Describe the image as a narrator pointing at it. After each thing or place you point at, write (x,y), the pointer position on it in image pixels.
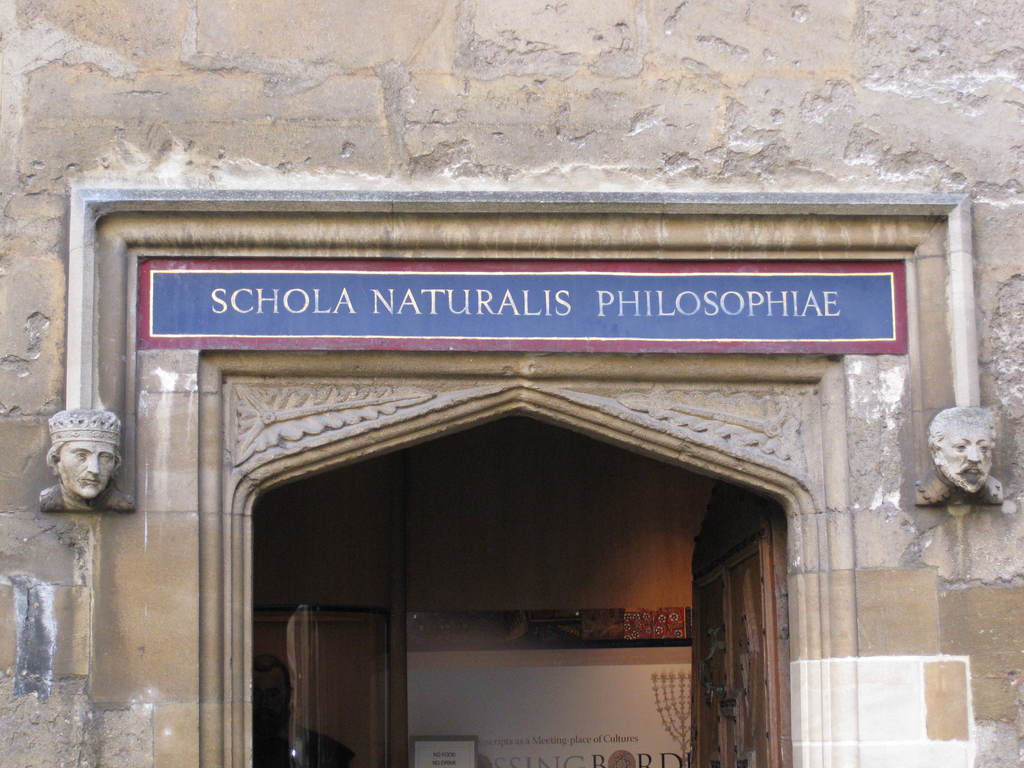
In this image there is a wall (584,50). In the middle of the wall (325,195) there is board (605,264). There are two sculptures (97,434) on either side of the wall (912,389). In the middle (651,457) there is an entrance (428,653). Through the entrance (584,567) we can see that there is a board (573,699) in the middle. Beside the board (460,686) there is a statue (279,696) which is kept in the glass box (298,668).
